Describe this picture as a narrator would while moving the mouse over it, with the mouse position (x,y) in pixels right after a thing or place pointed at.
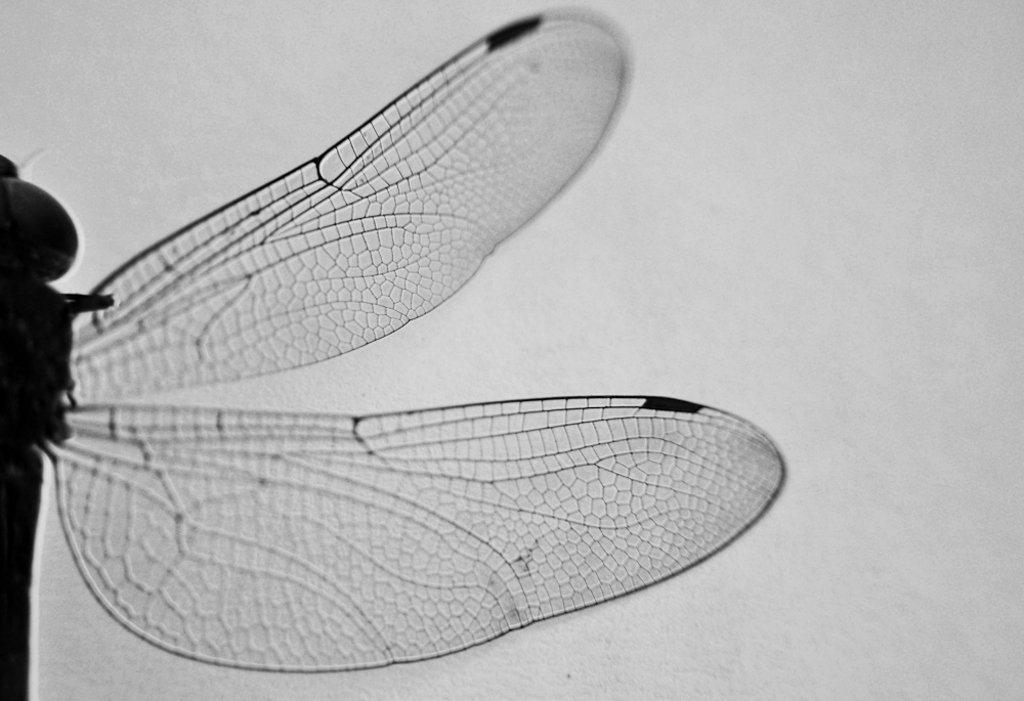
In this image we can see an insect wings (398,434).
